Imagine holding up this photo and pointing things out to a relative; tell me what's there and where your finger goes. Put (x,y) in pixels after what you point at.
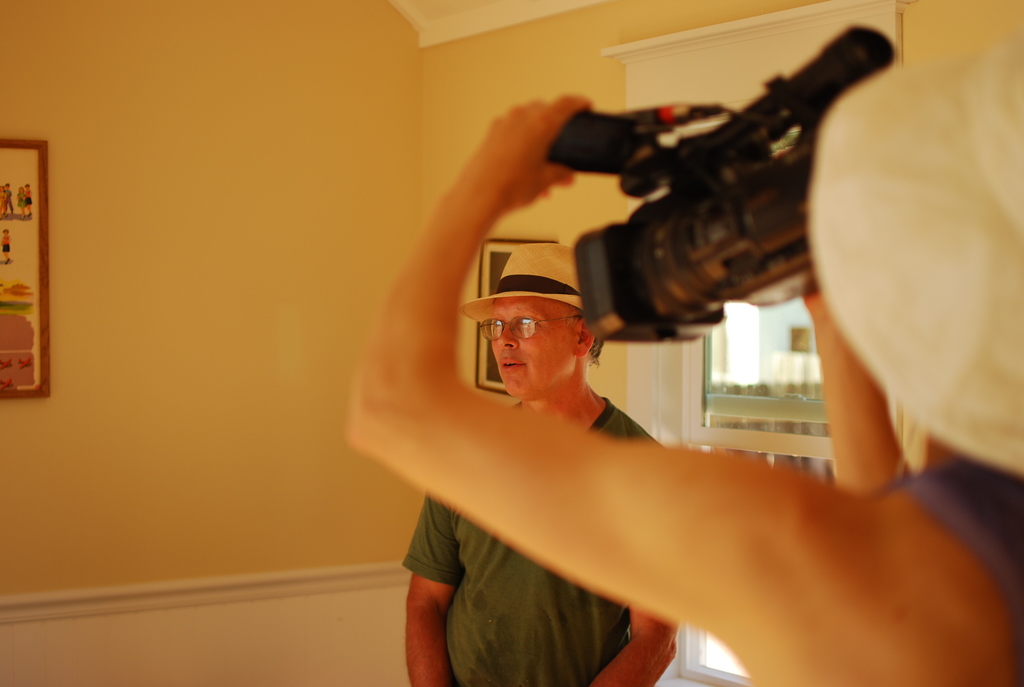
In this image we can see a man (561,602) standing. We can also see a window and some photo frames (485,363) on a wall (470,352). In the foreground (670,557) we can see a person (603,539) holding a camera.
